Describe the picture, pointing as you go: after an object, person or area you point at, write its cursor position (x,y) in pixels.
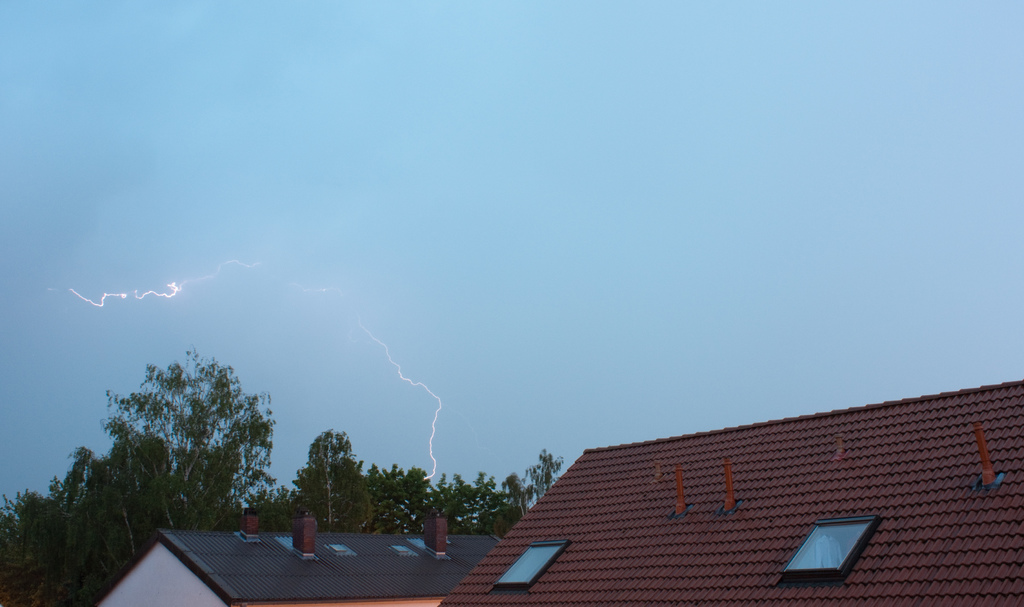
There are roofs (417,554) of 2 buildings (525,519). There are trees (126,454) at the back (164,399) and thunder (96,306) in the sky (339,309).
